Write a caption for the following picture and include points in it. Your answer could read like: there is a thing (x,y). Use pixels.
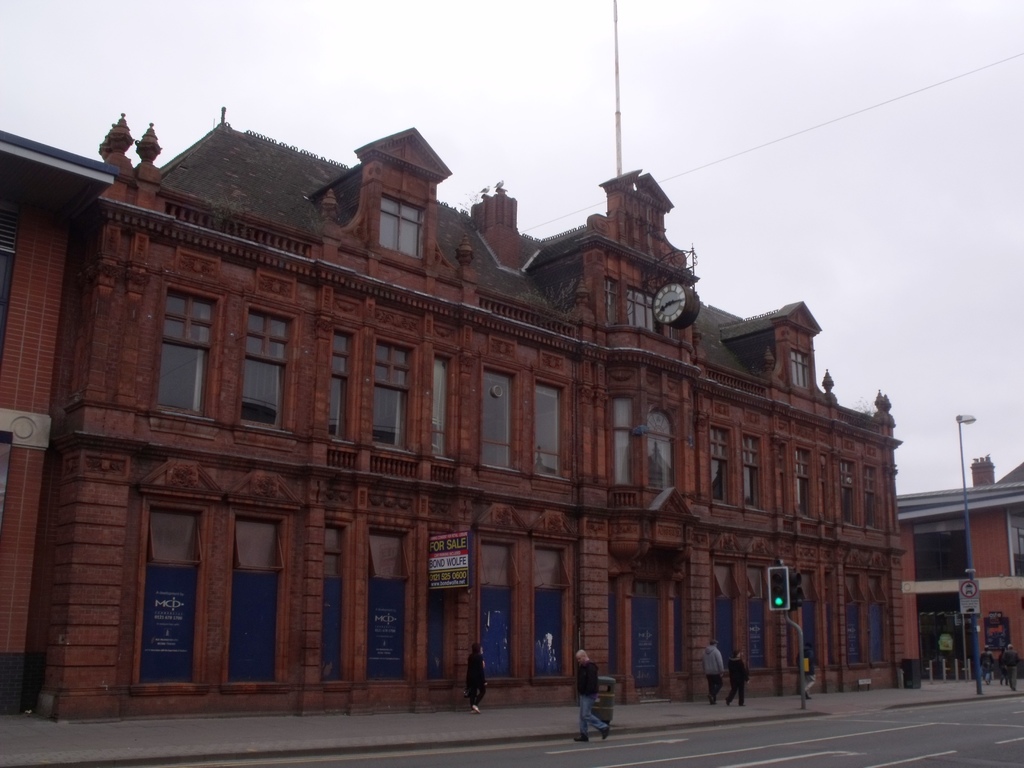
In this image I see the buildings (772,463) and I see a clock (670,325) over here and I see a light pole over here and on this pole (804,635) I see the traffic signal (774,587) and I see few people (705,674) and I see the path (786,695). In the background (929,47) I see the sky (982,132) and I see a wire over here.
